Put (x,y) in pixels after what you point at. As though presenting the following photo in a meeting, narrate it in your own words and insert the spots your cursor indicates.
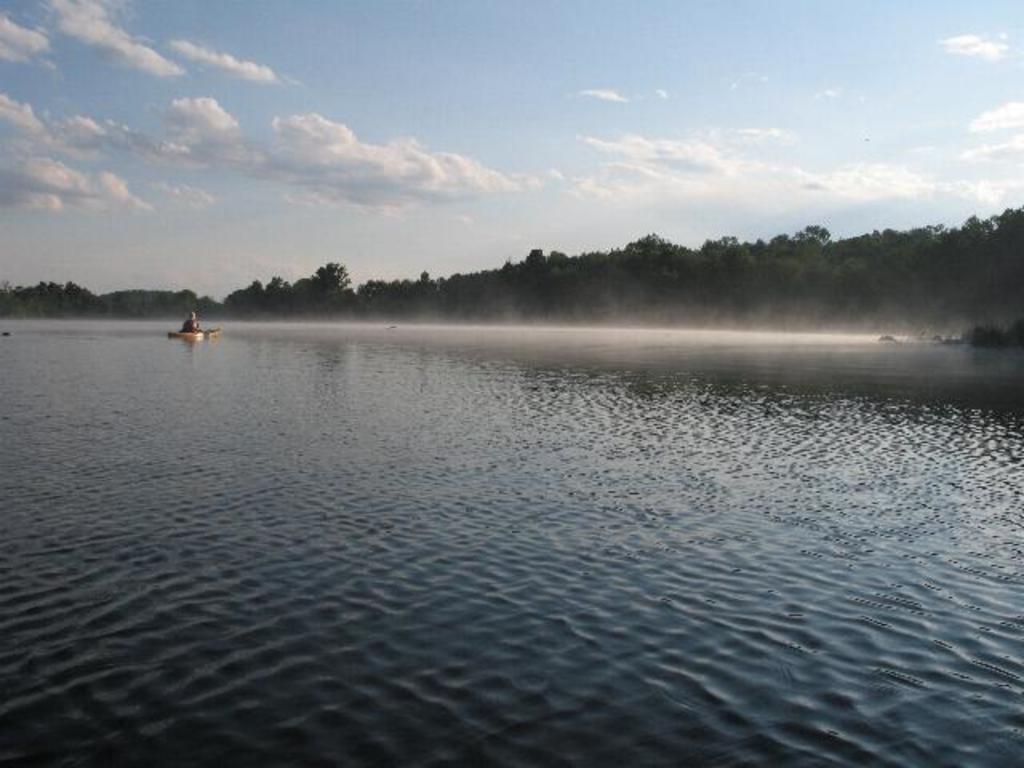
In this picture I can see a person (192,323) is sitting on the boat (181,332). The boat (208,333) is on the water (233,363). In the background (323,191) I can see trees (640,267) and sky (248,144).
